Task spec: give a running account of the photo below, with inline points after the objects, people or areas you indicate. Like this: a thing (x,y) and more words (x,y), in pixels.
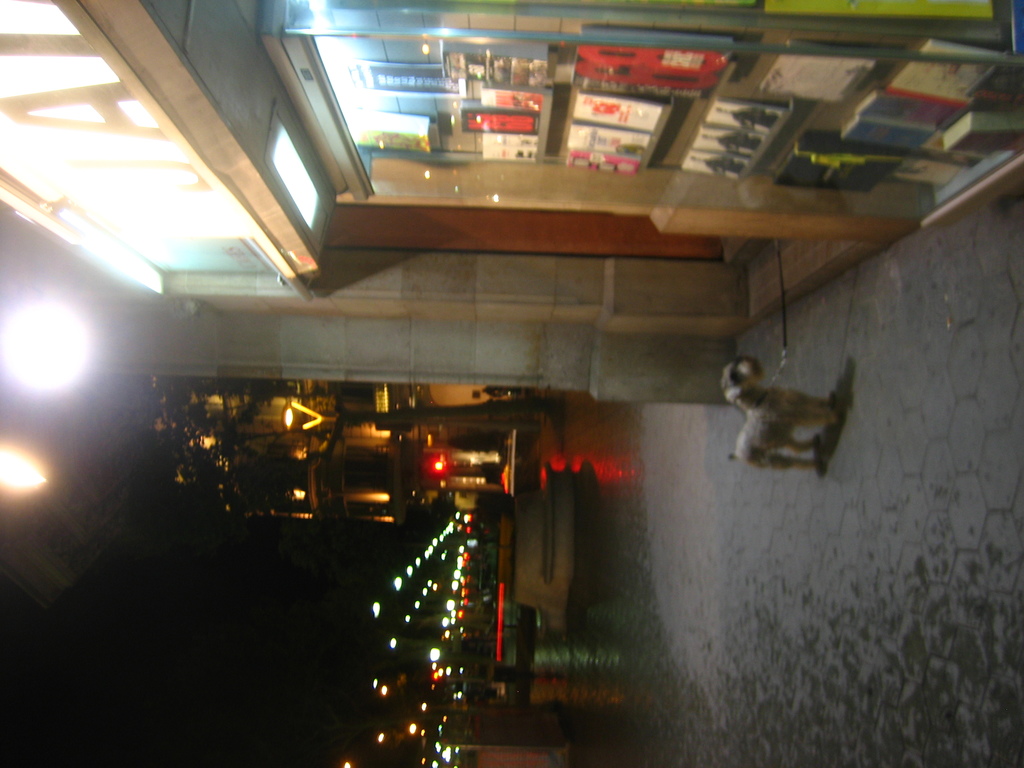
At the top of the image (630,111) inside the glass (914,150) there are few things (638,117) on the racks (687,119). And also there are pillars (440,318). At the top of the image (17,29) on the left side (88,150) there is a name (99,167) with lights (140,189). In front of the store (700,375) there is a dog (774,420) standing. In the background (395,480) there are buildings (409,482) with lights (456,671).
